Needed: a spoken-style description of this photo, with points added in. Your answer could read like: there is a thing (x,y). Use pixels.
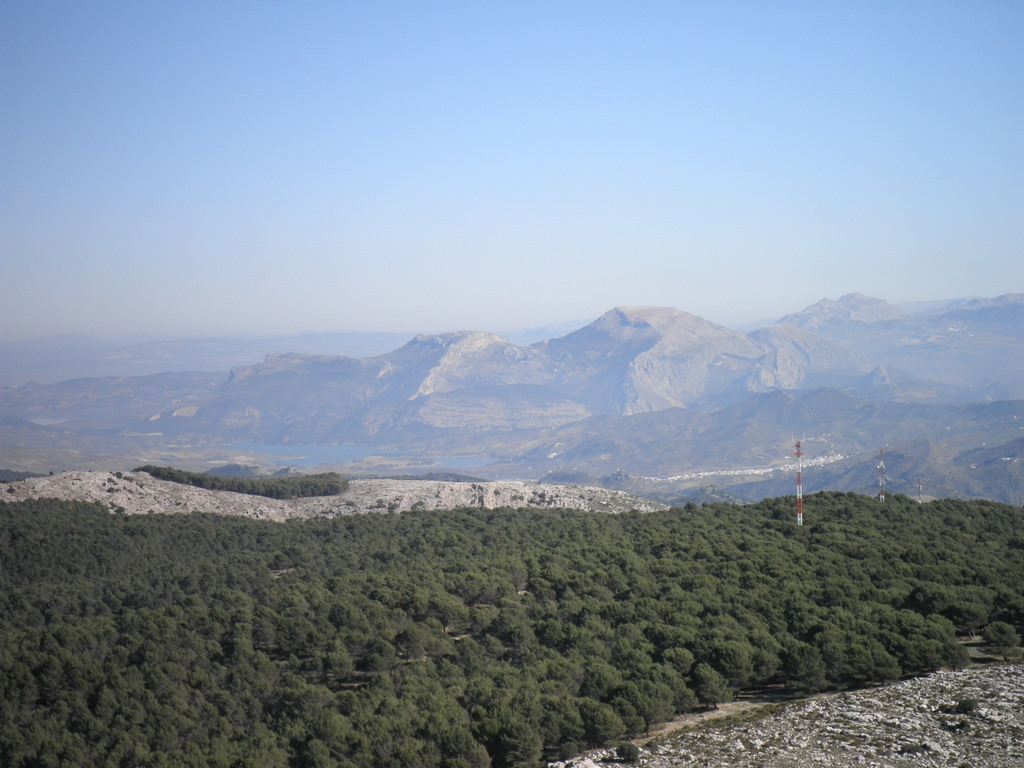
In the picture it is a beautiful scenery with many plants (347,578) and huge mountains (348,380).
